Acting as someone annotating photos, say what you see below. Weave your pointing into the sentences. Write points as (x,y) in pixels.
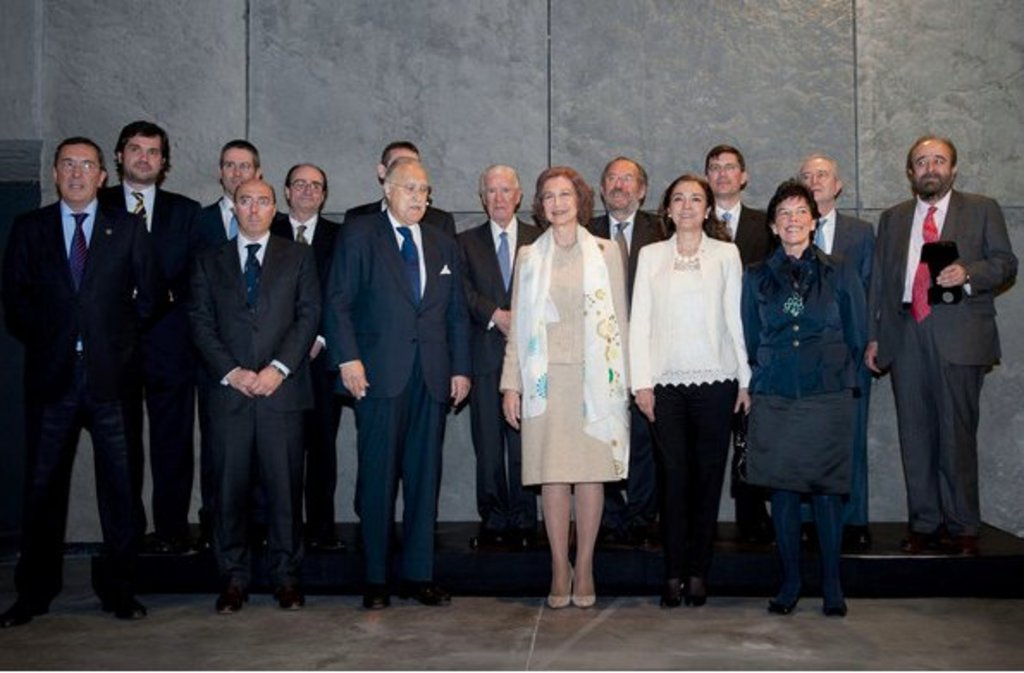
In the picture we can see some men (944,176) are standing on the path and they are wearing a blazer (358,240) with ties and shoes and we can also see three women (568,390) standing near them, in the background (392,125) we can see a wall (888,29).
